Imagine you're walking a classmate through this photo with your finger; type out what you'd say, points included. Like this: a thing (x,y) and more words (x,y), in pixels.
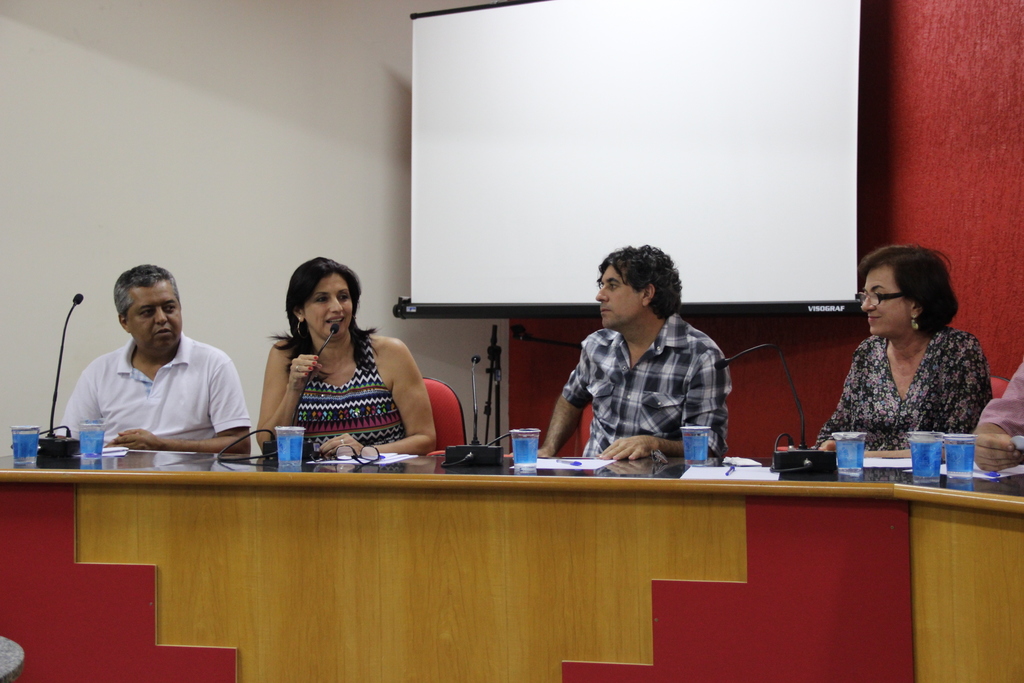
In this picture I can see four persons (411,411) sitting on the chairs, there are mike's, glasses (287,451), papers (350,461), pens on the table (671,472), there is a projector screen (624,172), and in the background (367,216) there is a wall (985,224).
